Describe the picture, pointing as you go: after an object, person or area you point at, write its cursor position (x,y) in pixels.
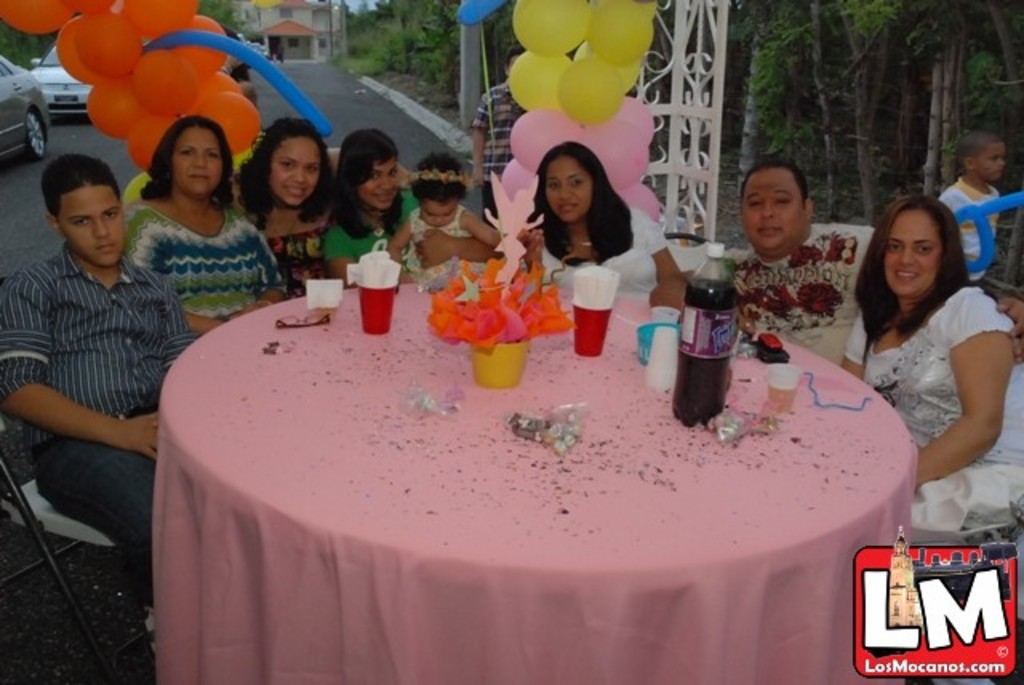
This picture shows a group of people (310,147) seated on the chairs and we see few glasses (599,344) and a bottle (689,400) on the table (192,357) and we see few balloons (275,69) and some trees (753,38) on the side and we see couple of cars (66,81) parked on the left (66,100).
